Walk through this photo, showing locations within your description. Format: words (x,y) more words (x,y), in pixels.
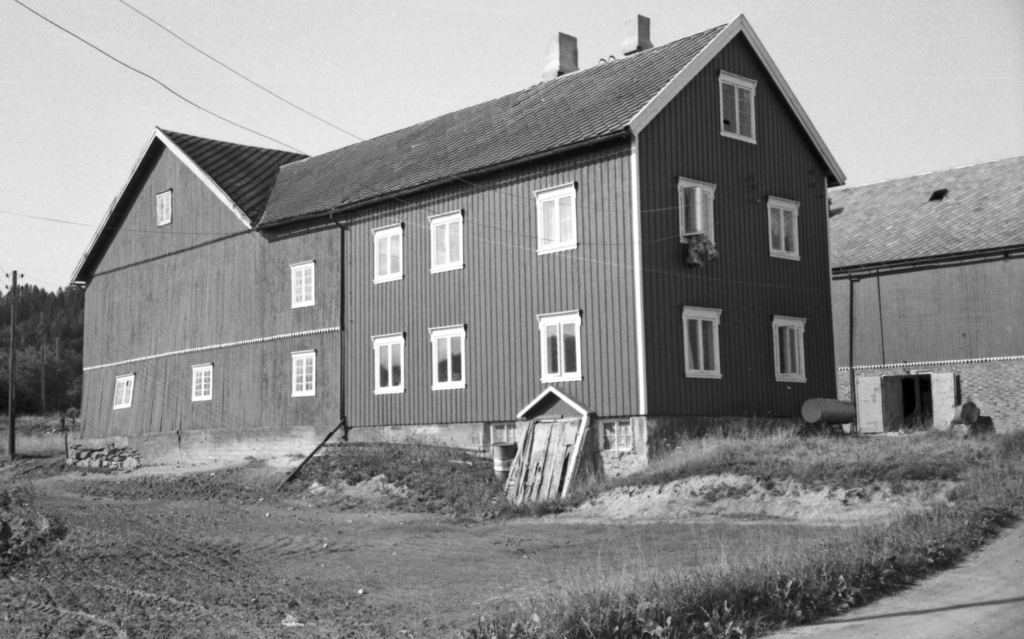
In the foreground of this black and white image, there is grass (736,608) and buildings (240,368). In the background (33,329), there is a pole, trees (48,334), cables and the sky (100,121).
